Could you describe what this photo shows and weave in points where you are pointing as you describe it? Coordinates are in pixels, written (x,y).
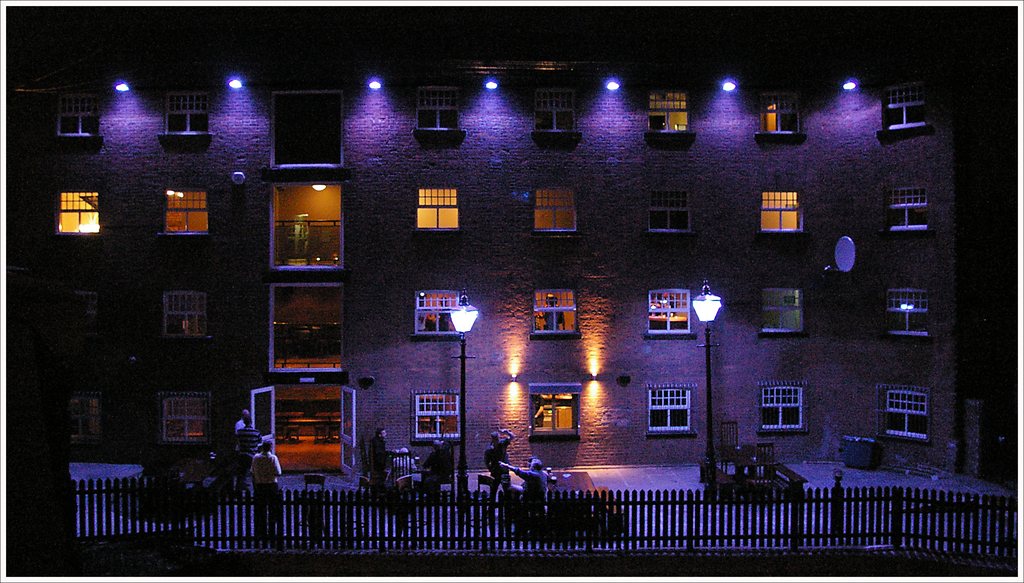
In this image I can see the rail (544,532). I can see some people (444,465). I can see a building (545,255) with the windows (541,222). At the top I can see the lights (726,87).
